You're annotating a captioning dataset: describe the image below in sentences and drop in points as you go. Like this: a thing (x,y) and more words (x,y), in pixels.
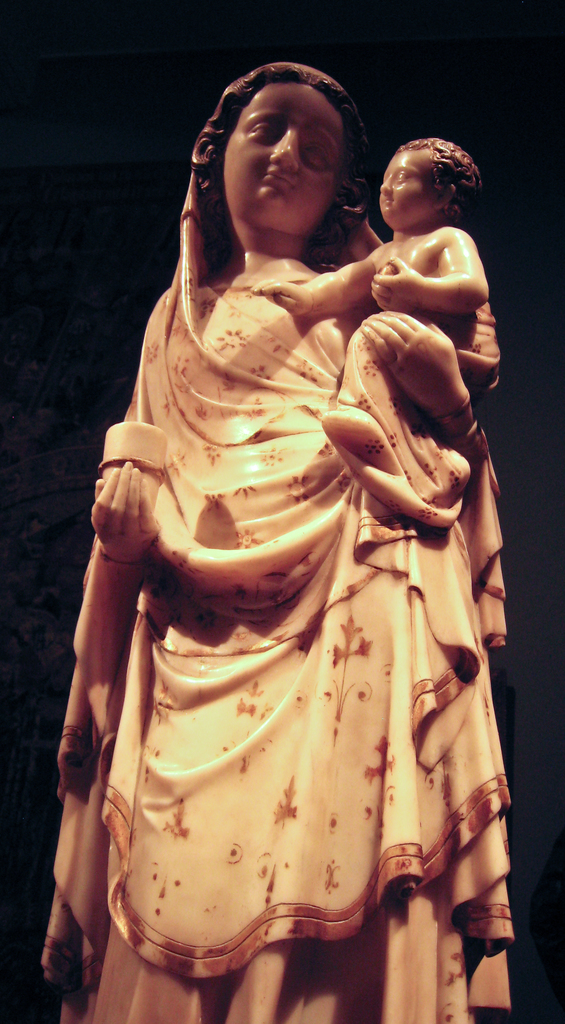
There is statue (330,620) of a woman (330,519) holding baby statue (463,171) with one hand (452,401) and an object (157,443) with other hand (132,521). The background (356,25) is dark in color.
